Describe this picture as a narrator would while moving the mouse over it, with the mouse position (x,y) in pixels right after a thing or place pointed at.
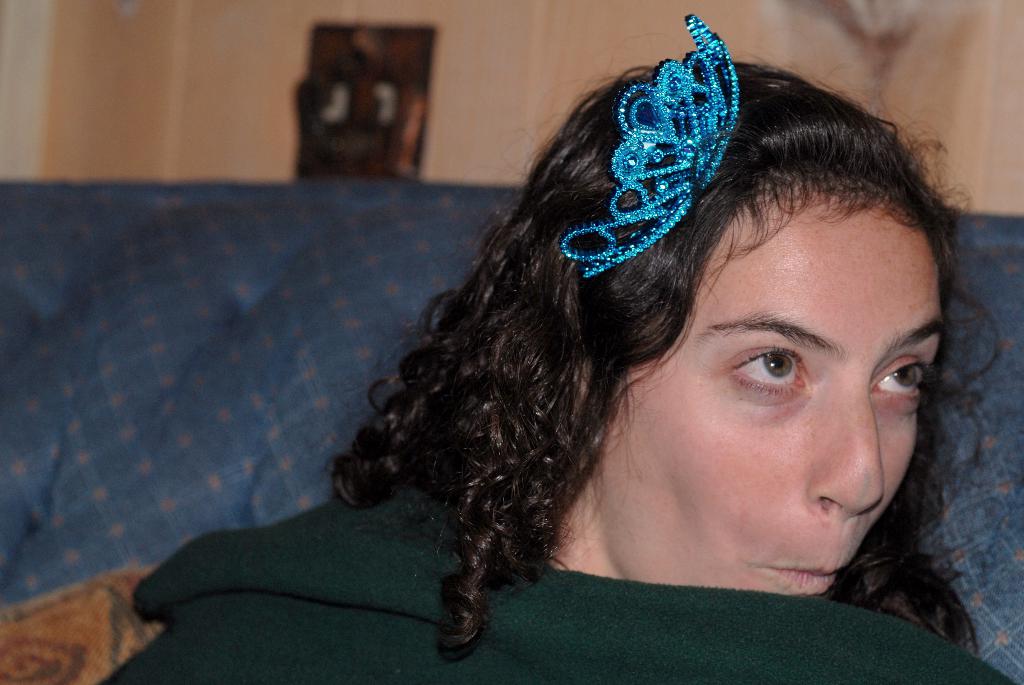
In the image I can see a woman (745,372) who is wearing a blue color object (671,167) on the head (582,140). In the background (295,287) I can see wall (430,177) and some other objects (261,242). The background of the image (498,95) is blurred.
